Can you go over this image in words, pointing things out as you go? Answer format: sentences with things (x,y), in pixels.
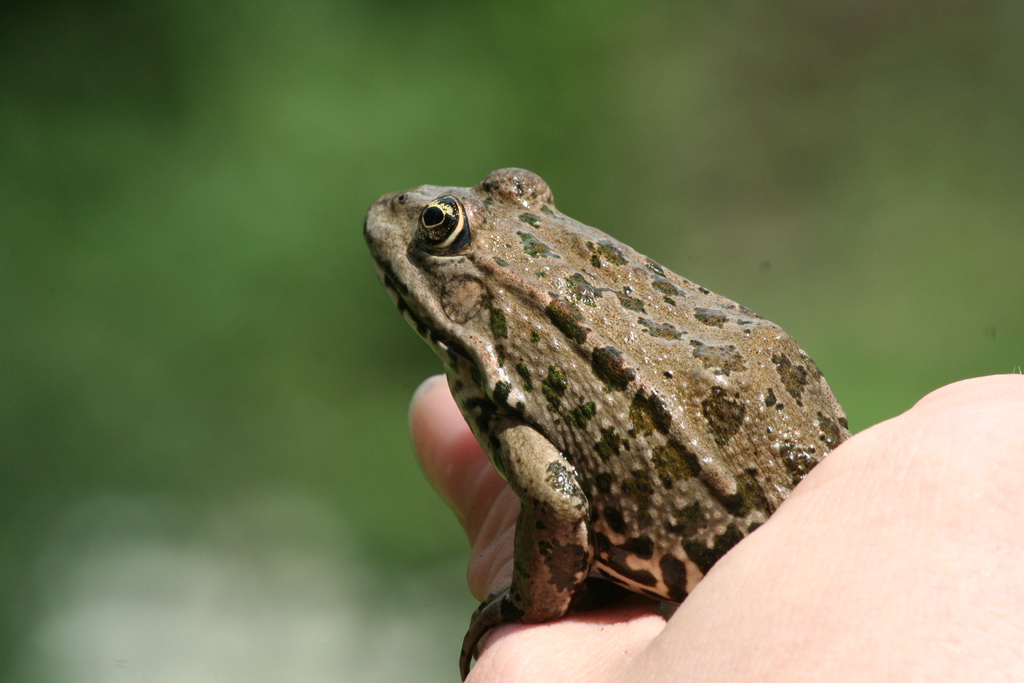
In this picture we can see a frog (593,447) and human hand (792,557).
